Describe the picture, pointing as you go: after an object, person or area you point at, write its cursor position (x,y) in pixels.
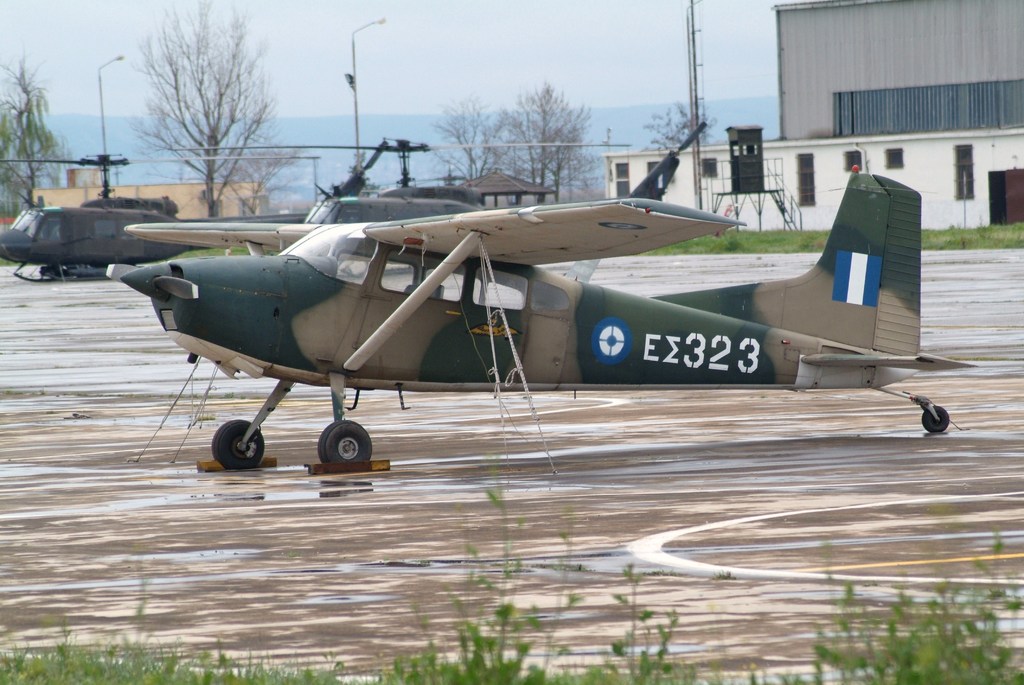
In this image I can see many aircrafts (237,421) on the road (454,504). In the front (539,679) I can see the grass (930,639). In the background (758,228) I can see the buildings (770,220), hut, many trees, poles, black color object (366,164) and the sky (324,68).
